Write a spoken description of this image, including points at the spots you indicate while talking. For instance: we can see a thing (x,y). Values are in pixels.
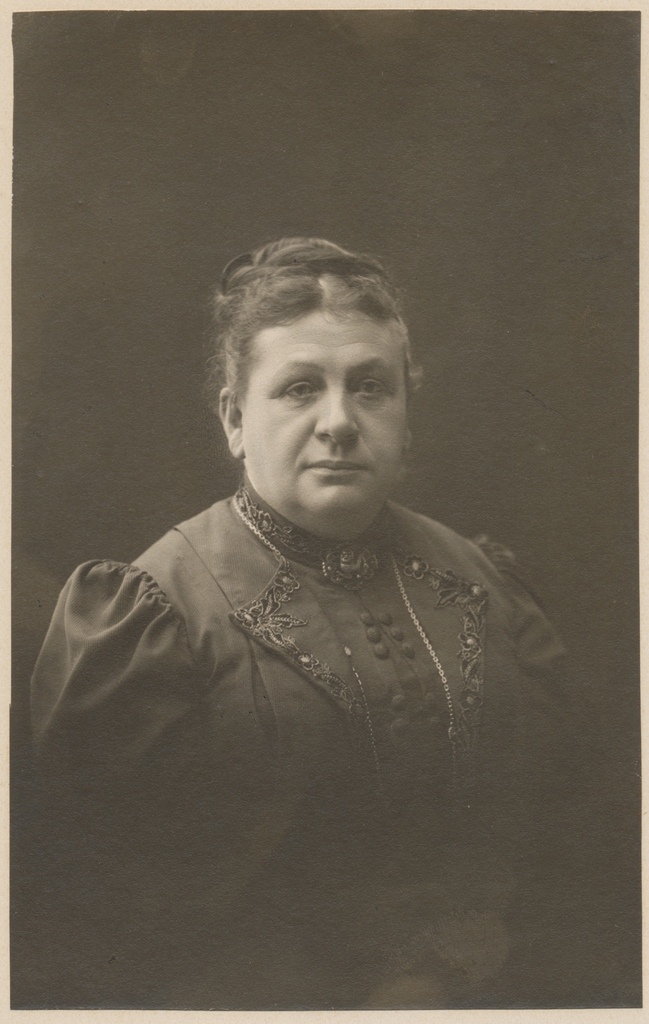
This is a old black and white picture. In the picture the woman (367,756) is wearing a traditional gown (289,614) and the back ground (111,181) is in black color.
